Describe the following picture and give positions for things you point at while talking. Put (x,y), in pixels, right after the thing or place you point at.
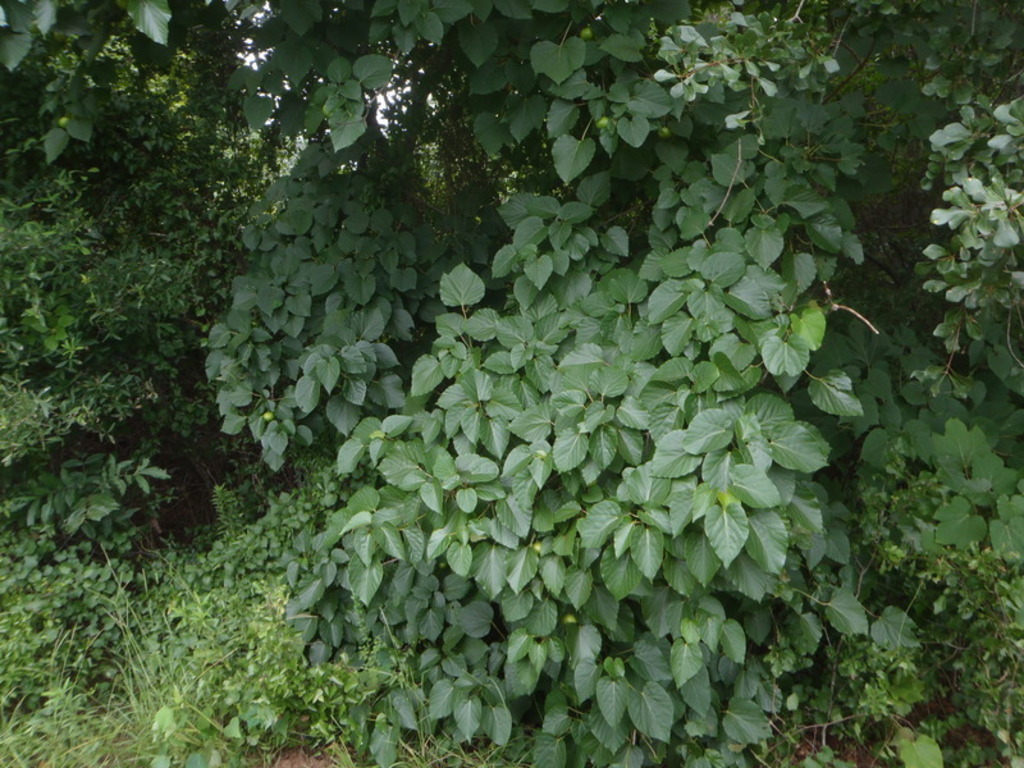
In this picture we can see some grass (141,693) on the ground (312,763). There are a few plants (490,255) and trees (578,430) throughout the image.
